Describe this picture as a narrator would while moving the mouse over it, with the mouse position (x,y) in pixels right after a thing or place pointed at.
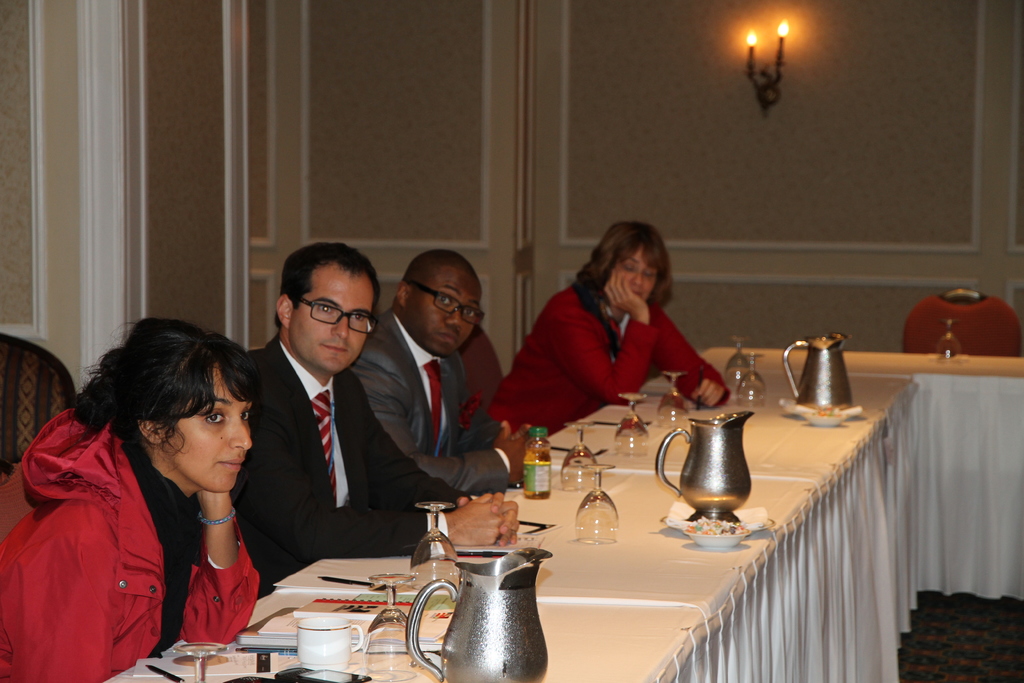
In this image few persons (363,402) are sitting before a table (676,553). On the table (571,626) there are few jars (512,636), glasses (593,468), bottle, cup (347,630), bowl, books (310,615) and few objects (350,578) are on it. A person (320,515) wearing a black suit (268,472) and tie (319,415) is having spectacles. Left side (143,496) there is a woman (128,509) wearing a red jacket (96,548). A lamp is attached to the wall (735,134). Right side (926,331) there is a chair (966,301) behind the table (860,425).
